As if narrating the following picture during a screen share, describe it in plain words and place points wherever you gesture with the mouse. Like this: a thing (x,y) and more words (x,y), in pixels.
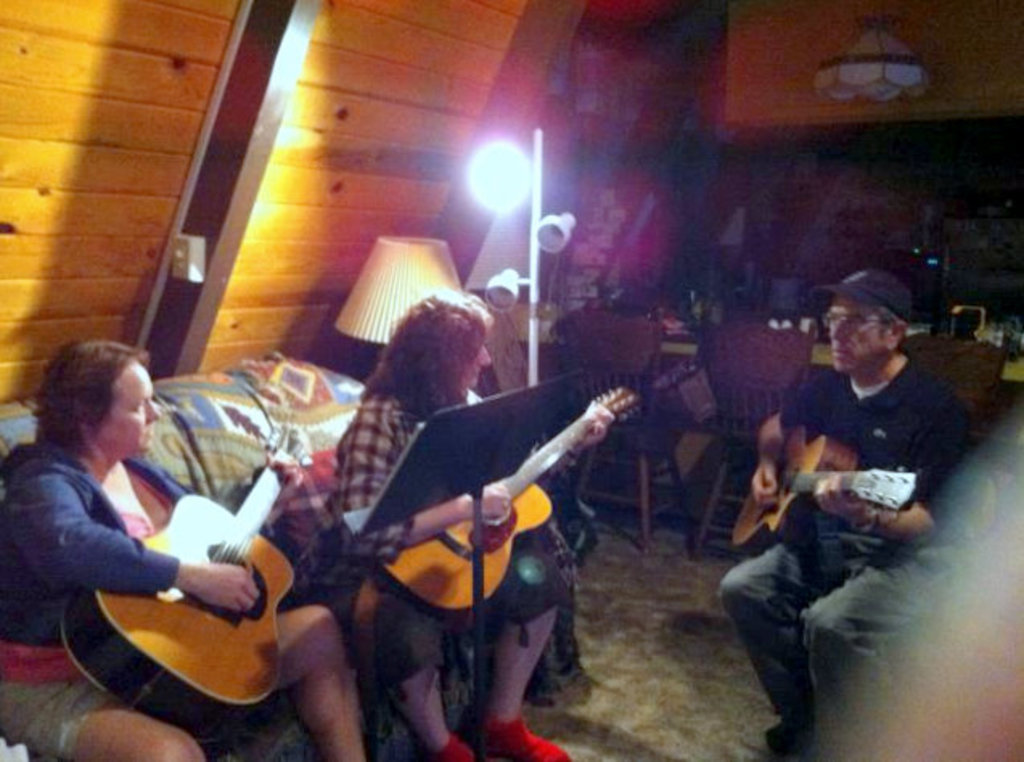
In the image we can see there are people (895,434) who are sitting on chair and they are holding guitars (464,561) in their hand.
